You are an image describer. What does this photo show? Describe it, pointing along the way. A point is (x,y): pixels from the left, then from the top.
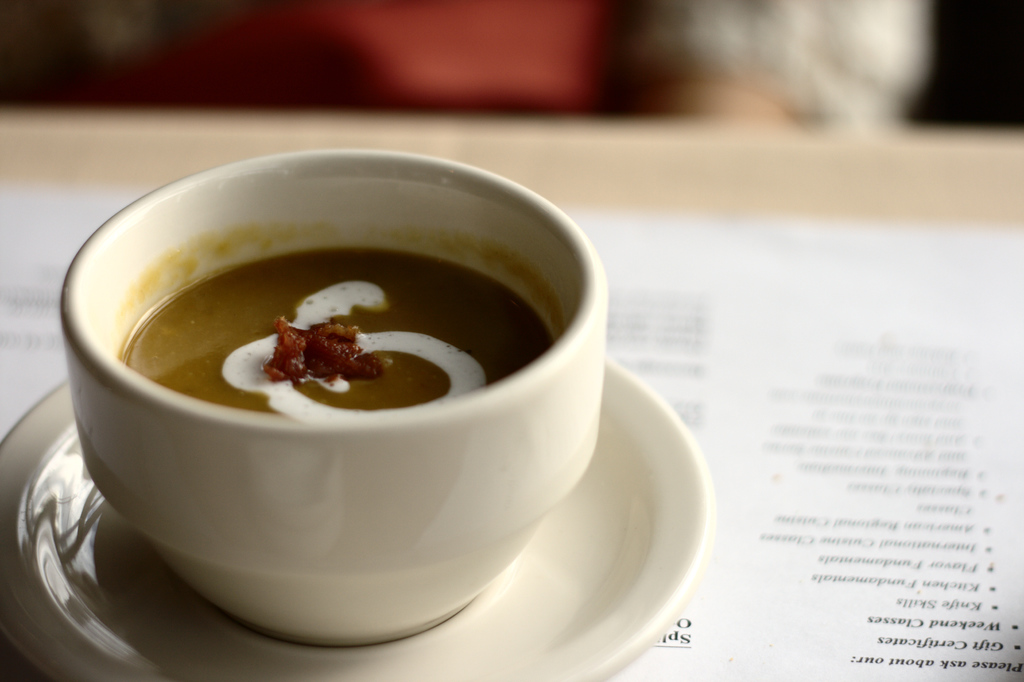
In this image I can see a bowl (525,404) on the plate (391,654). I can see a paper (838,531) with some text (899,620) written on it. I can also see the table (543,146).
